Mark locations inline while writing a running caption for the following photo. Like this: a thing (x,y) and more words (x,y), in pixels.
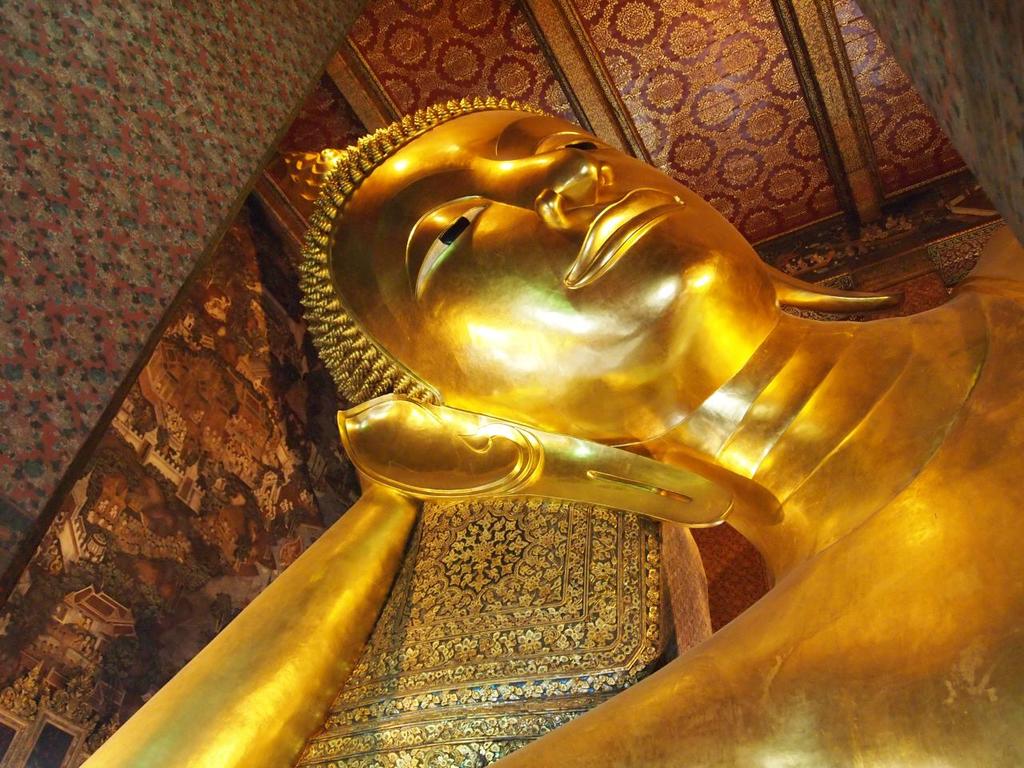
In the image there is a statue of buddha (605,390) in the front (629,405) and above its ceiling (623,79).
